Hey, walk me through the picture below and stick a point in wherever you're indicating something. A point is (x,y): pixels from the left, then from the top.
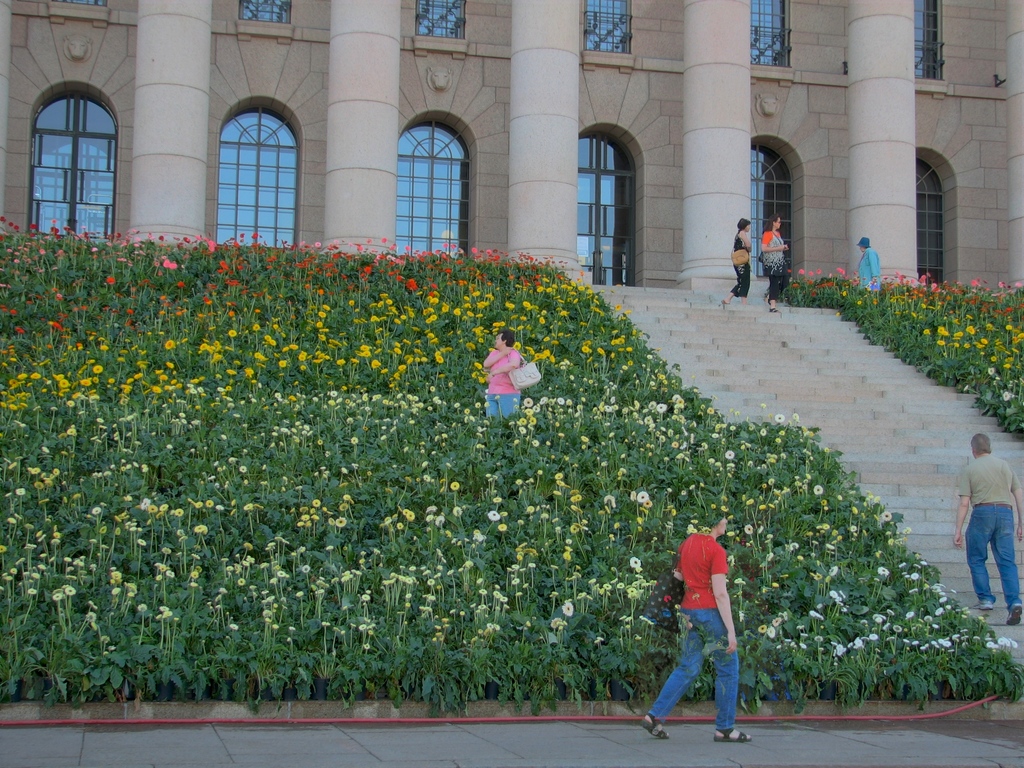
In the foreground (178,460) I can see a curb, flowering plants (504,542), group of people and a staircase (871,454). On the top (611,104) I can see a building wall (474,196), pillars (526,119) and windows (468,204). This image is taken during a day.
